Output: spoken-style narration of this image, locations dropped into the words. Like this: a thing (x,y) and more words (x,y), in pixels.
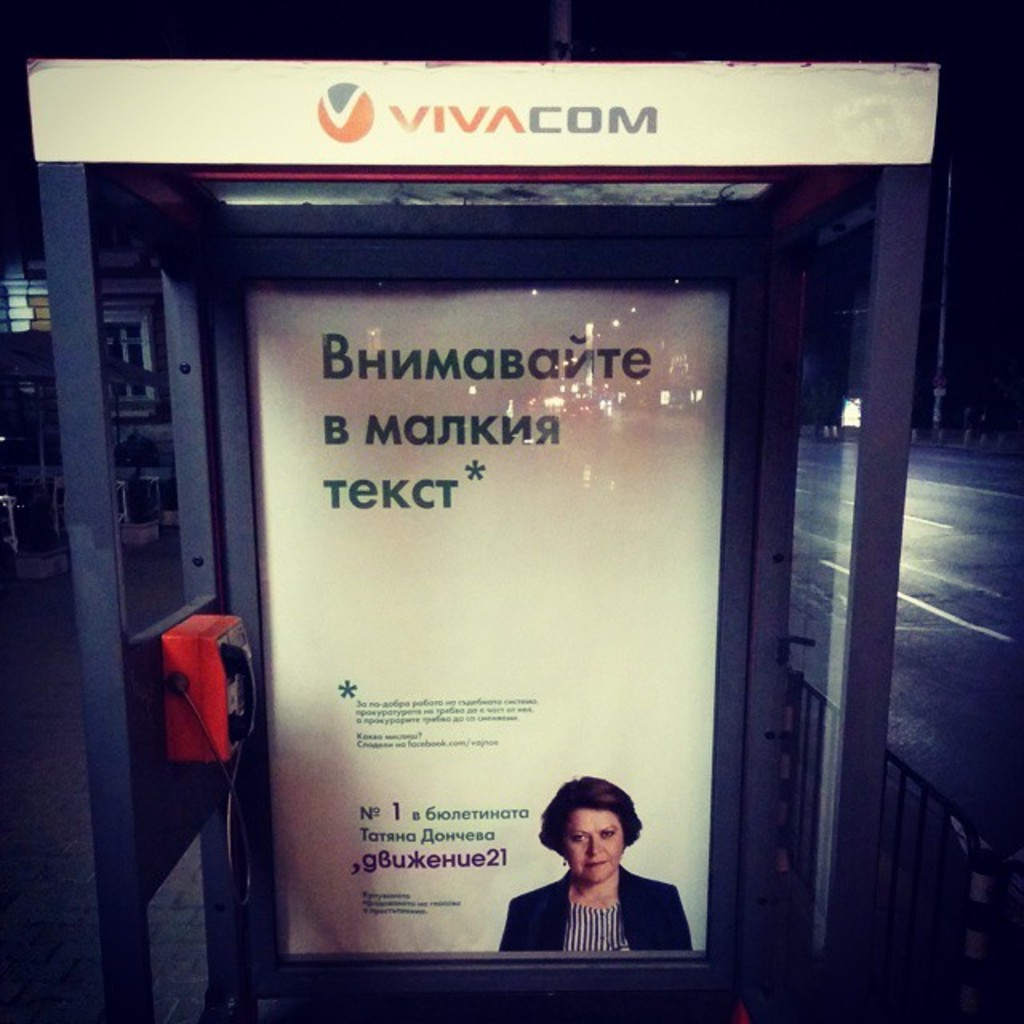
There is a telephone booth (484,986). There is a red telephone (218,715) at the left side (214,667) and a poster (433,367) at the back (433,367). There is a fencing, road (948,556) and a pole (948,184) at the right (948,198).
